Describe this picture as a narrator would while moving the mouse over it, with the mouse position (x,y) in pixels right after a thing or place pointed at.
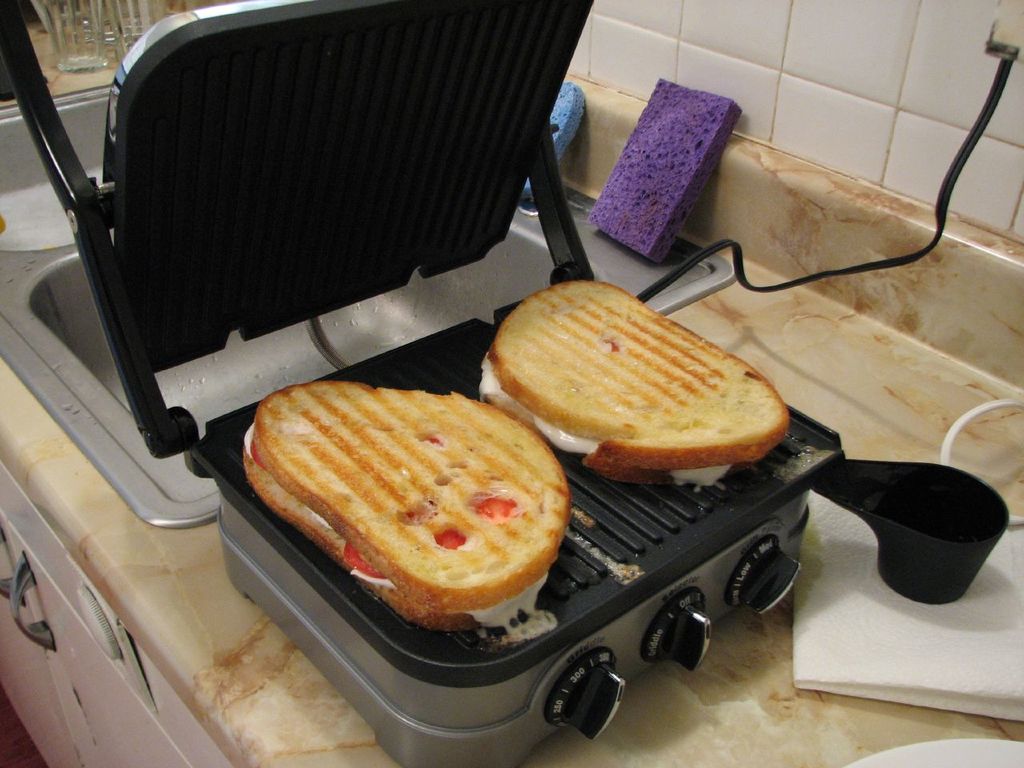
In this image in the center (619,486) there is one grill machine (586,490), on the machine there are two sandwiches (484,468). In the background (269,359) there is a wash basin (453,286), sponges (652,196), tissue papers (886,604) and wires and also there are some glasses (73,69). At the bottom (145,618) there is a tile (176,663) and a cupboard (117,647).
